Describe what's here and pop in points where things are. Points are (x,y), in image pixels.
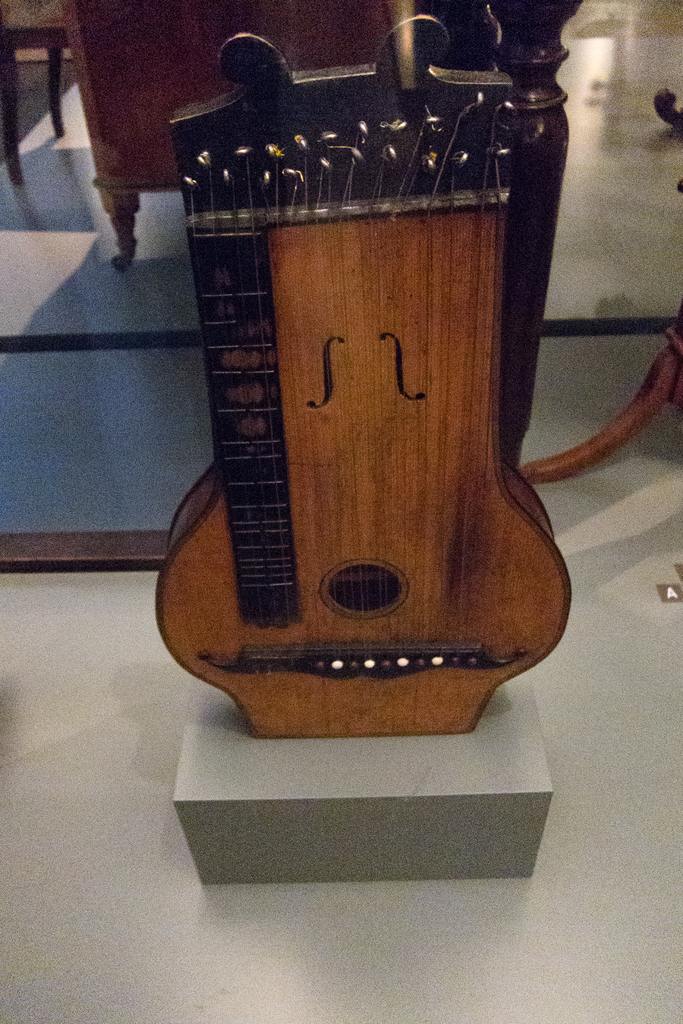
Here I can see a musical instrument (327,456) which is made up of wood (440,554) and it is placed on a block (262,809). At the back of it I can see few chairs (115,25).
